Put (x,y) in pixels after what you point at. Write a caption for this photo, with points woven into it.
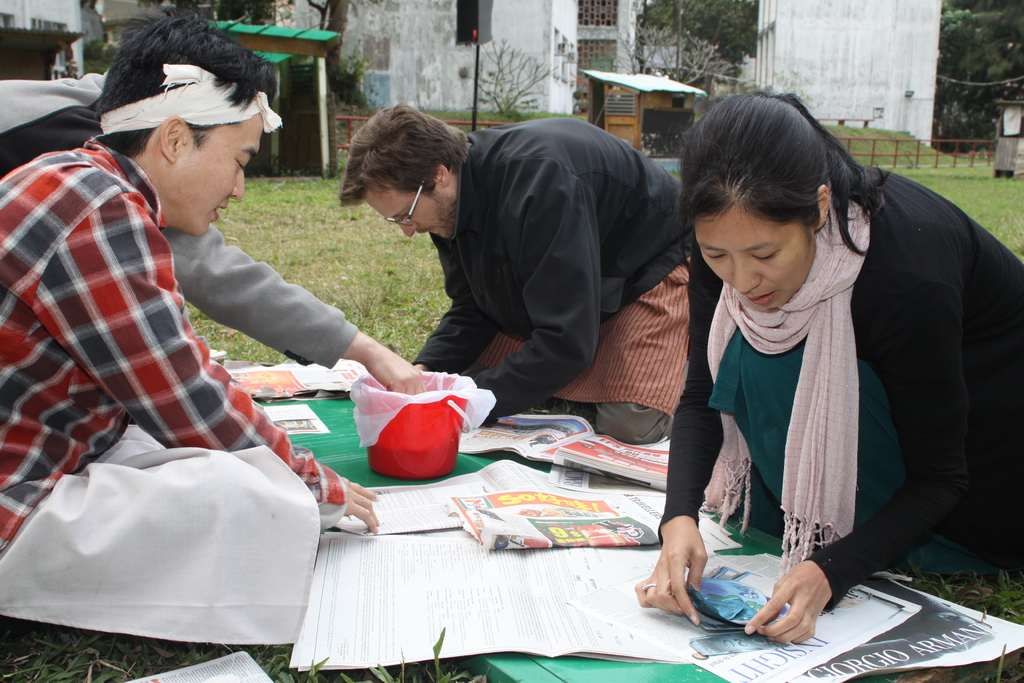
In this image we can see these people (735,293) are sitting on the ground (84,645). Here we can see many papers (756,577) and a bucket (424,460) placed on the green color board (679,678). In the background (673,26), we can see trees (515,104), sheds (277,80), buildings (419,66), pole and the fence (871,138) here.
